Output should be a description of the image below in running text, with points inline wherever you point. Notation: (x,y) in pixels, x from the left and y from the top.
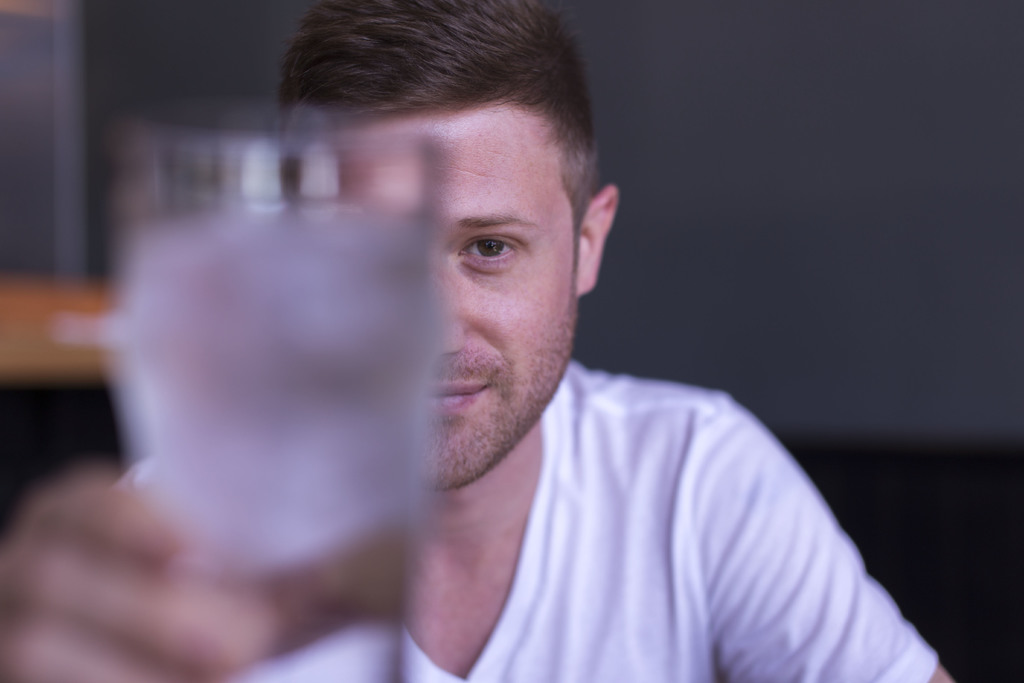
In this image I can see a person (484,394) is holding a glass (322,438) in hand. In the background (994,507) I can see a wall (637,266). This image is taken may be in a hall (634,243).
